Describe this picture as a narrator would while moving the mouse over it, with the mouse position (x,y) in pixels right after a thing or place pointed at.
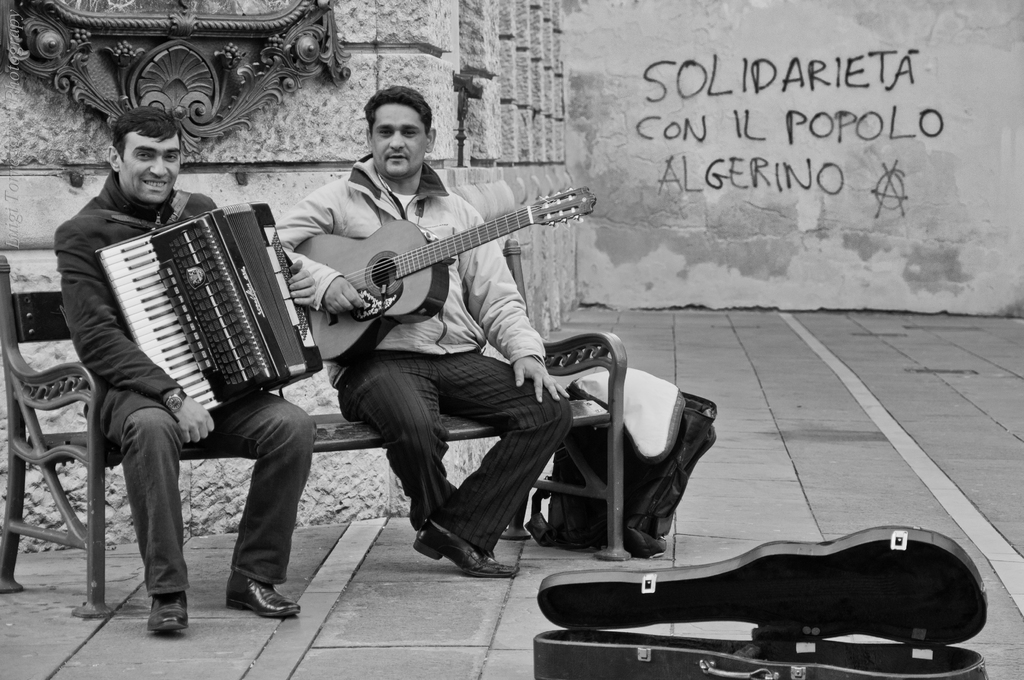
In this image, we can see 2 peoples (237,404) are sat on the bench (331,418). They are holding some musical instruments (347,342). The bottom we can see a musical instrument box (759,639). On the middle (663,435), there is a bag (659,506). Back Side, we can see wall (402,71), some wall hanging (233,69).
